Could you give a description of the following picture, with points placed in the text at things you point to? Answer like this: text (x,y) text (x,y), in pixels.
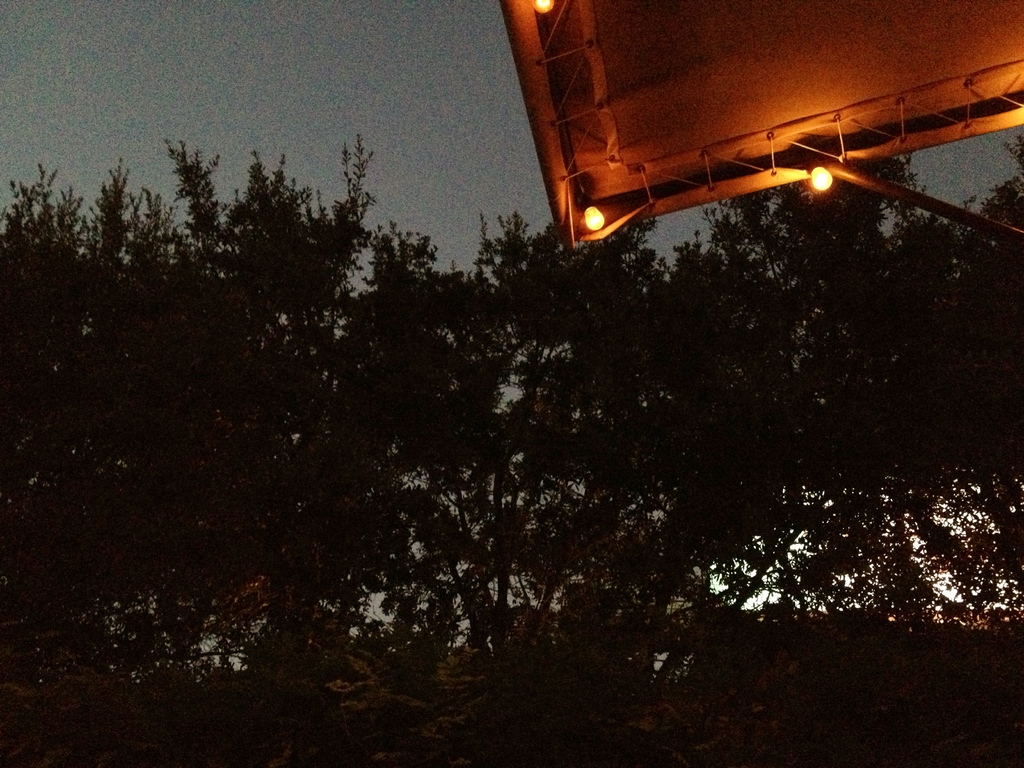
Here we can see trees (736,289) and glowing bulbs (595,214). Glowing bulbs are attached to this tent (691,67).
